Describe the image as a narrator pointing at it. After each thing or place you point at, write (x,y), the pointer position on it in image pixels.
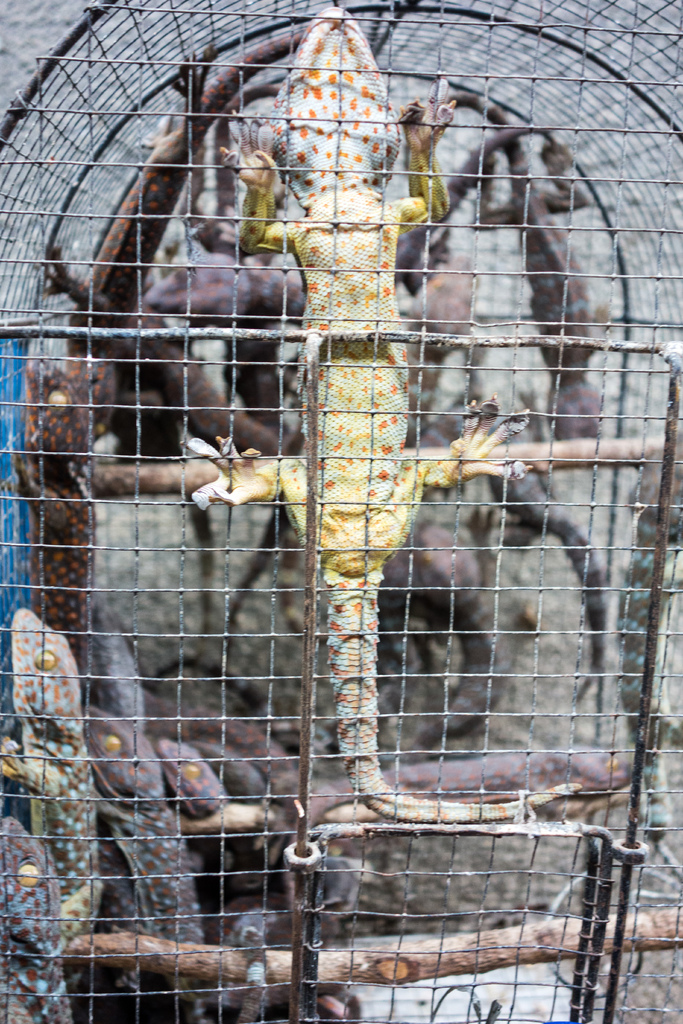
In this picture we can see reptiles (586,539) and an iron grill (299,635).
